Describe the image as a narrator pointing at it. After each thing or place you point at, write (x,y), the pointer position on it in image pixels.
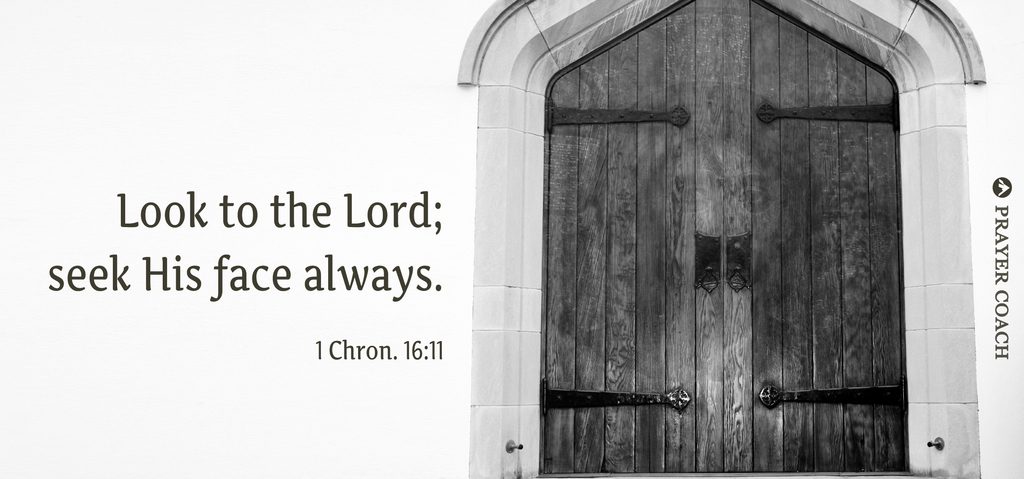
In this image I can see a door (778,213) on the right side (795,278) and on the left side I can see something is written. I can also see something is written on the right side of this image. I can see this image is black and white in colour.
